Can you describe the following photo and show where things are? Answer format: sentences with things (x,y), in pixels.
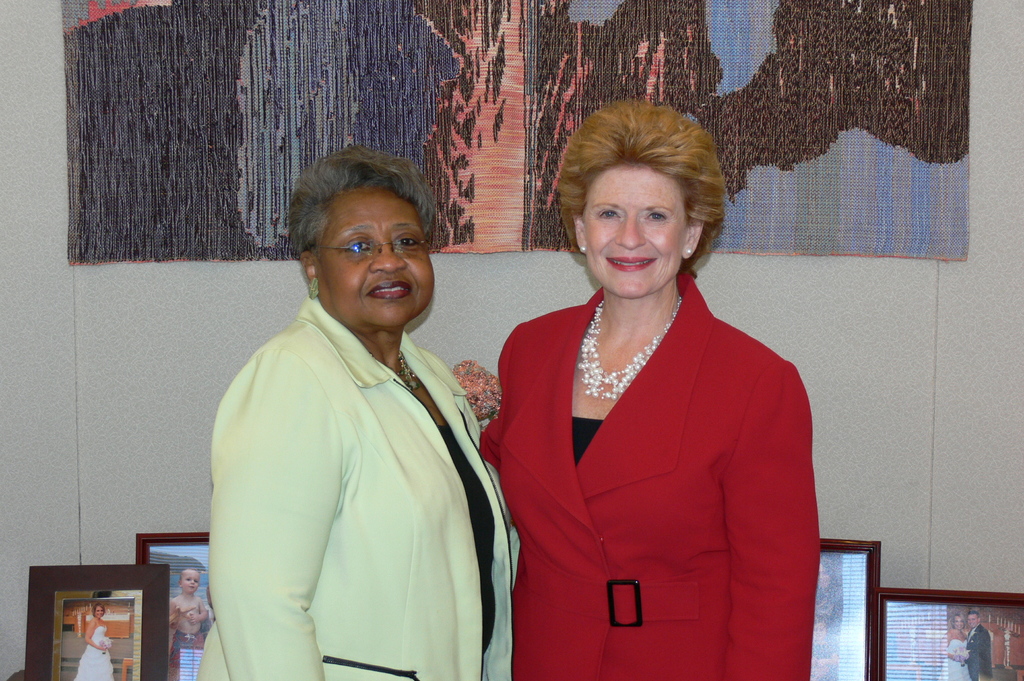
In this image, we can see two women (444,442) are smiling and watching. Background (911,349) there is a wall (166,349), decorative pieces (142,185). At the bottom (835,580), we can see few photo frames (66,668).
